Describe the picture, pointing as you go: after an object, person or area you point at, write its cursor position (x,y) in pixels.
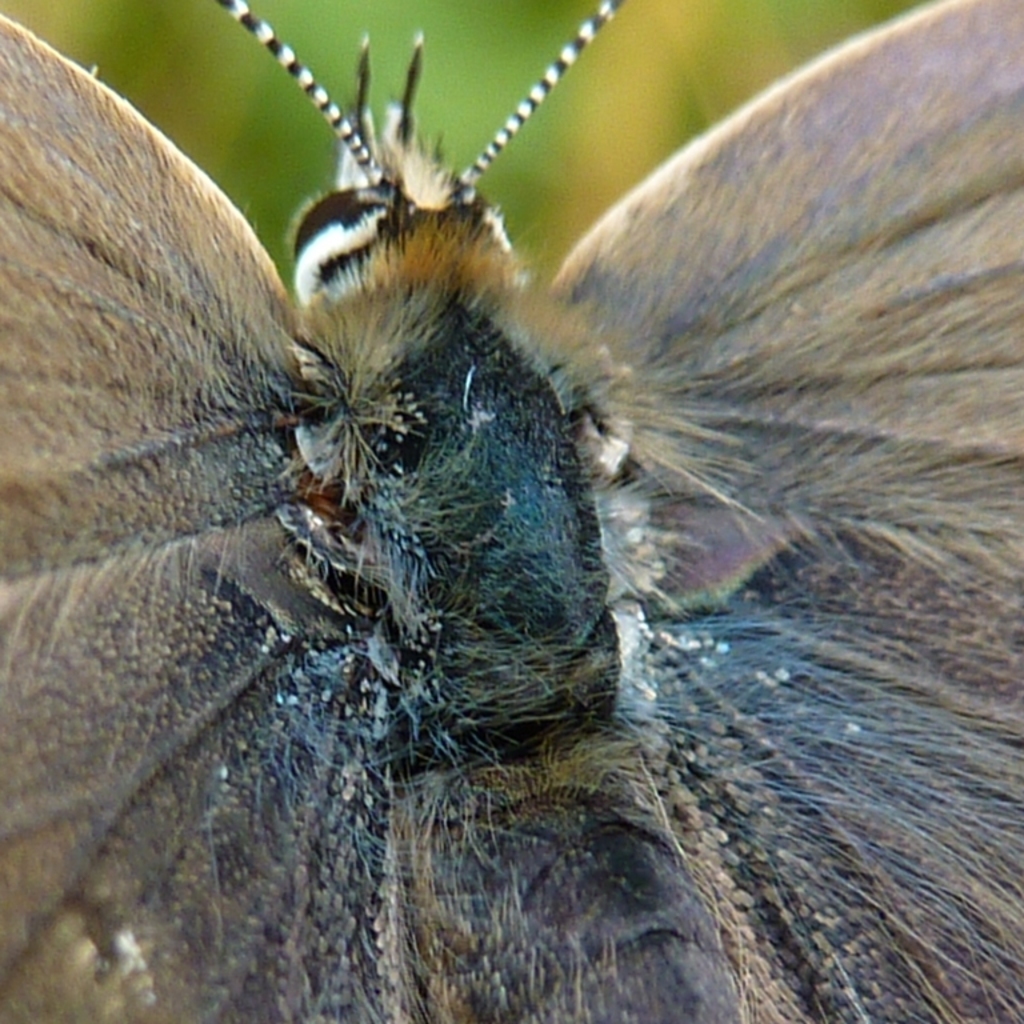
In this image I can see an insect (199,390) which is in black and brown color, and I can see blurred background (884,11).
